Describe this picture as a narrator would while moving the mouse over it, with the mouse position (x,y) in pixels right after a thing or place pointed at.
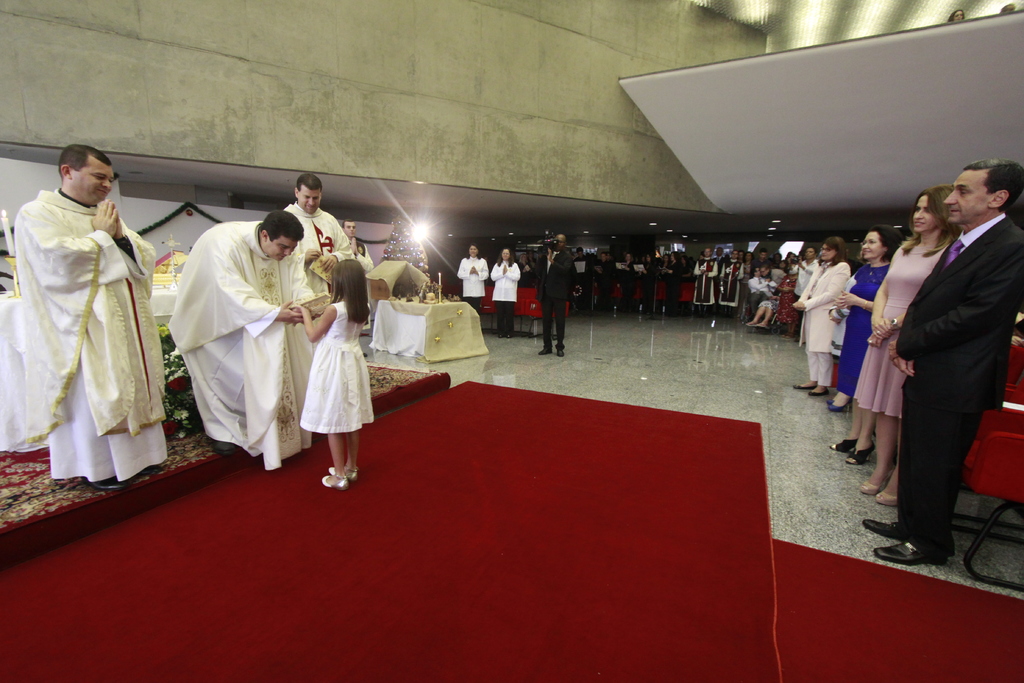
The picture is taken in a church (880,172). On the right (919,258) there are people (884,344) and chairs (993,414). In the center of the background (499,274) there are people (508,286) and chairs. On the left (221,324) there are people (266,303), table (397,307), candles (18,283), cross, flower vase (174,345), light (429,236) and tree (399,256). At the top (364,105) it is wall (502,88). In the foreground (372,542) there is a red carpet (602,638).
